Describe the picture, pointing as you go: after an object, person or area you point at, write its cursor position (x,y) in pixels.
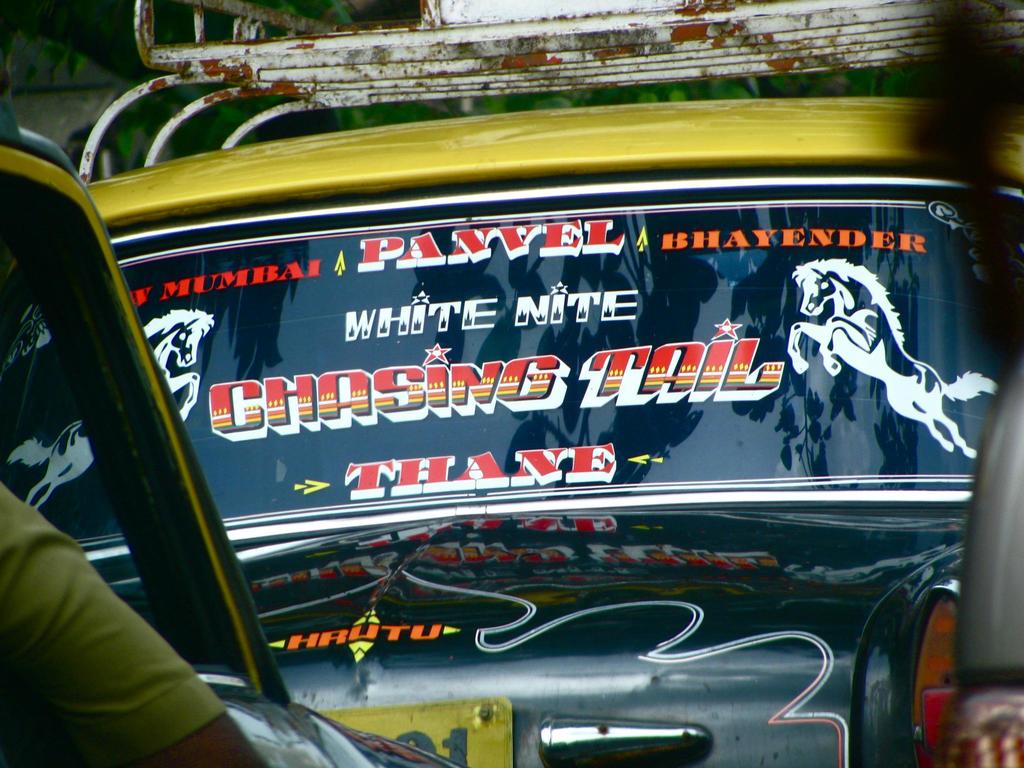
In this image I can see few vehicles (381,537) and few stickers (316,389) attached to the glass (809,428). In front (87,596) I can see the person's hand (90,564).
